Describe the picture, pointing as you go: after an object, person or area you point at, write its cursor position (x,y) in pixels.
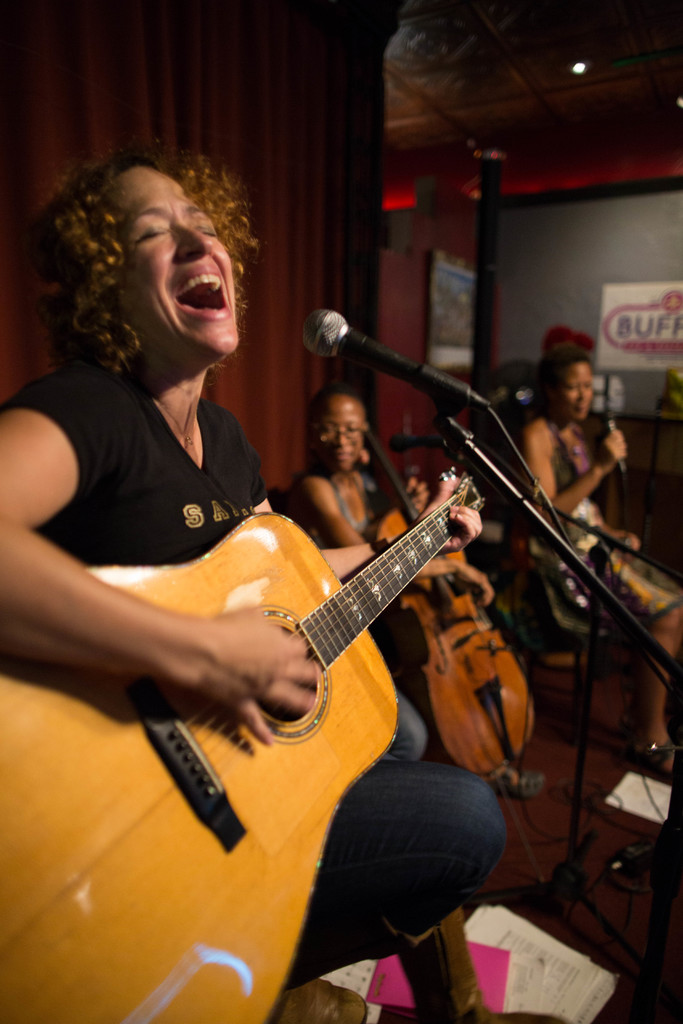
In the image there is a woman (100,475) singing a song by holding a guitar (122,735) and behind her there are two people (583,389), in the background (98,65) there is a curtain (264,152) on the left side (198,124).
